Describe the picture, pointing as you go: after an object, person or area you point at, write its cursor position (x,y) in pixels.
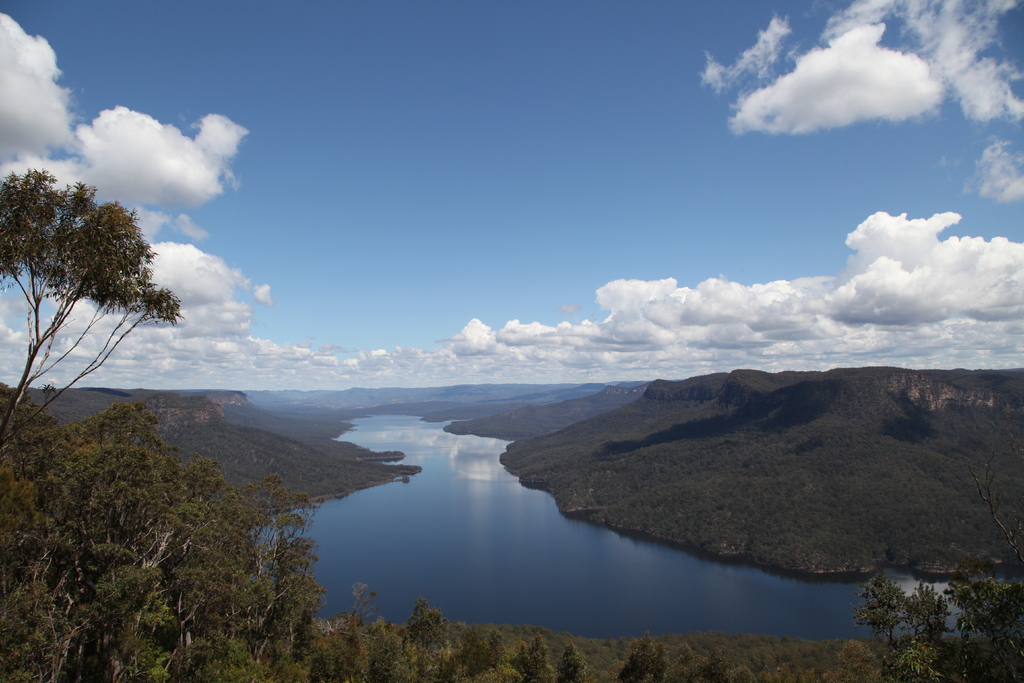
In this image, there is an outside view. There is a river (439,437) in between hills (657,437). There are some trees (130,524) in the bottom left of the image (97,479). In the background of the image (634,145), there is a sky (634,145).
